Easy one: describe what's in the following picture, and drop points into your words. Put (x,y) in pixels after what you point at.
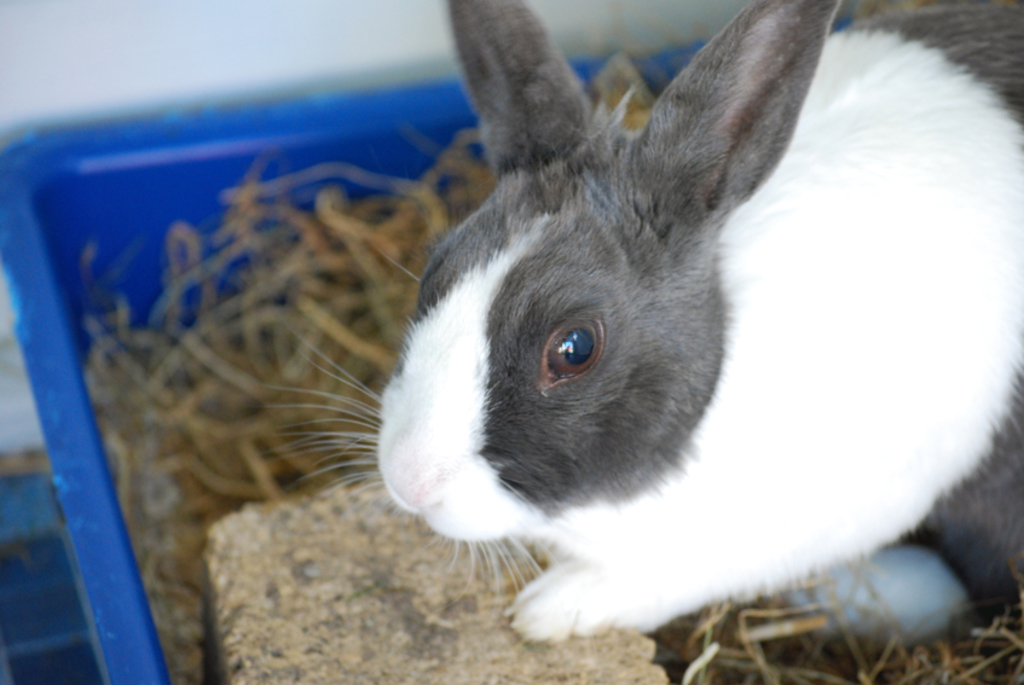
In this picture we see a rabbit (676,428) sitting in a tub (49,390) filled with grass (380,370).
